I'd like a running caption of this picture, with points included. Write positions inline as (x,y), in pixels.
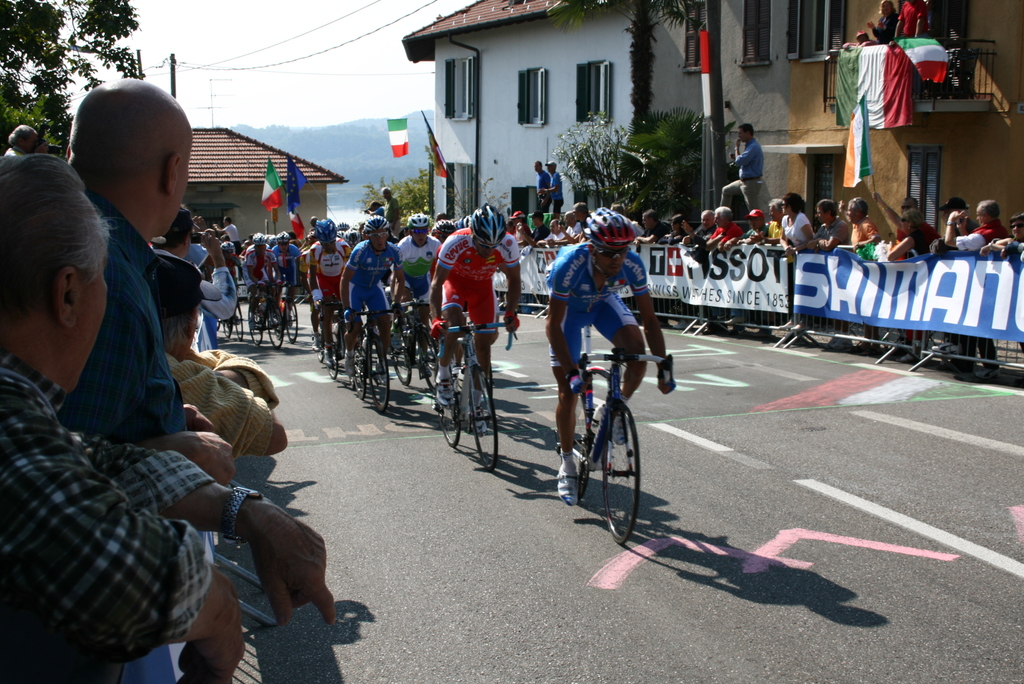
In this picture we can see some persons (577,328) are riding their bicycles (593,461) on the road (849,603). These are the hoardings (795,299). Here we can see some persons (741,189) are standing on the road (769,337). This is the building (579,75). And there are flags (276,181). Here we can see a pole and this is the sky (241,13).
